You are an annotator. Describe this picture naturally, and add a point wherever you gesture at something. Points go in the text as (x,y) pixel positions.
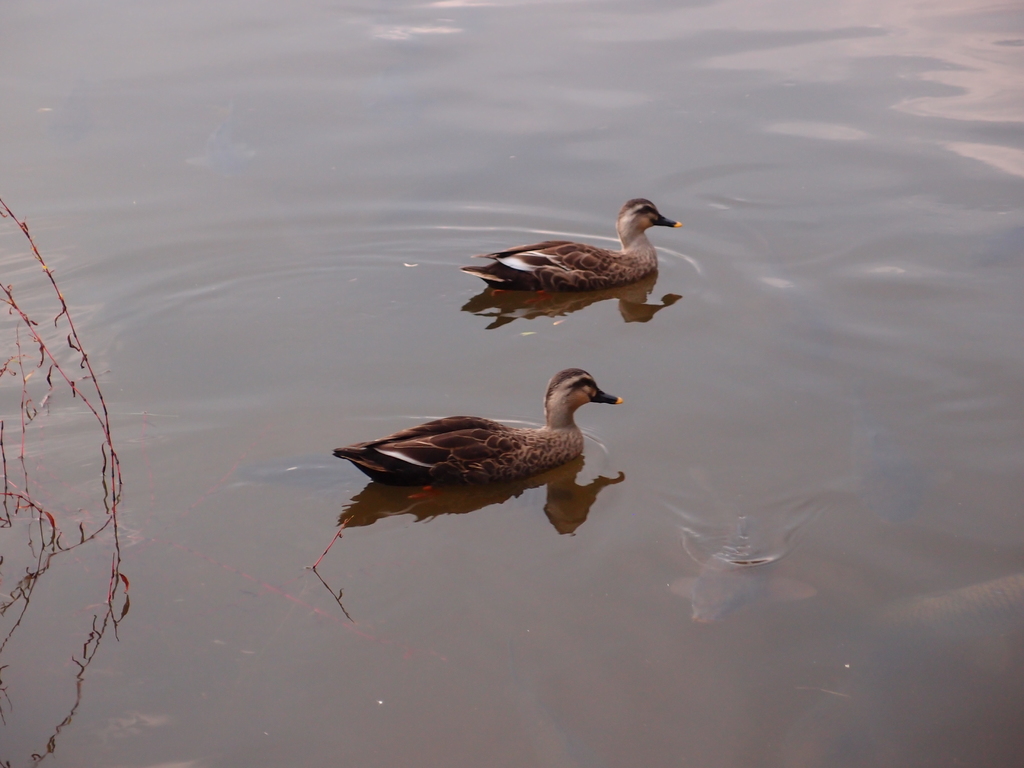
In this picture, we see two ducks (611,268) are swimming in the water (565,535). This water (528,552) might be in the pond (426,304). On the left side (12,561), we see the plants (73,330).
